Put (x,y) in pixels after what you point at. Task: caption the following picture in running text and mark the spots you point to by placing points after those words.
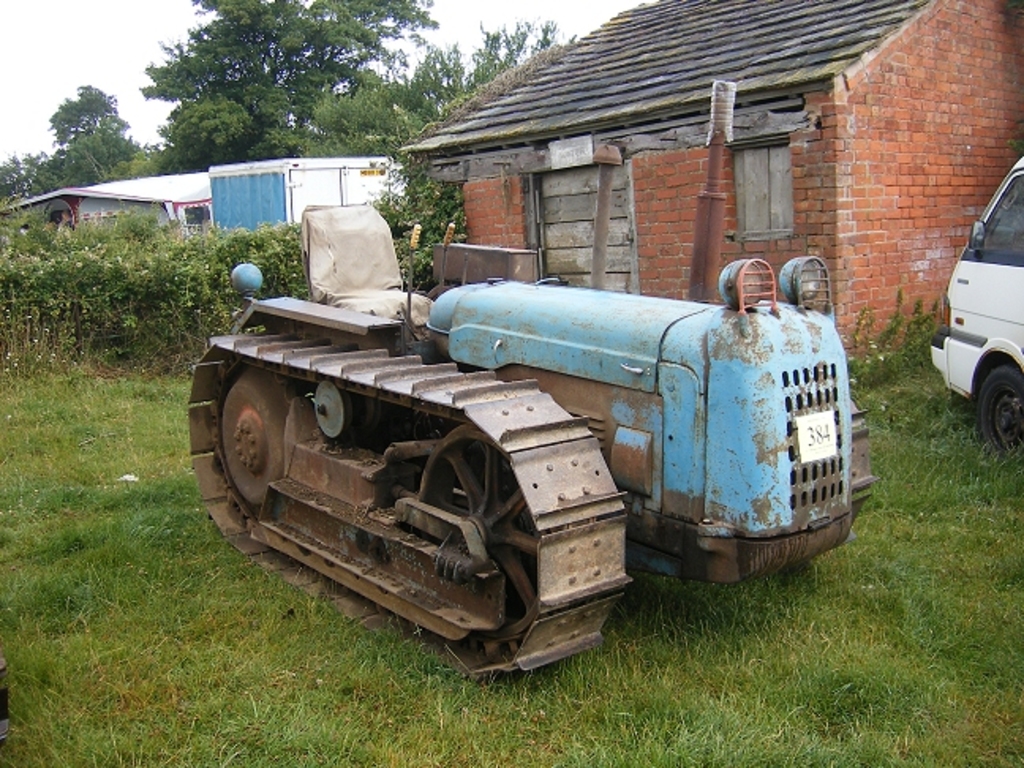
In this image I can see a vehicle (572,489). On the right side (976,361) there is a car (1019,333). At the bottom (363,684) there is grass (689,696). In the background (647,230) there is a house (602,113) and few trees (278,46).
